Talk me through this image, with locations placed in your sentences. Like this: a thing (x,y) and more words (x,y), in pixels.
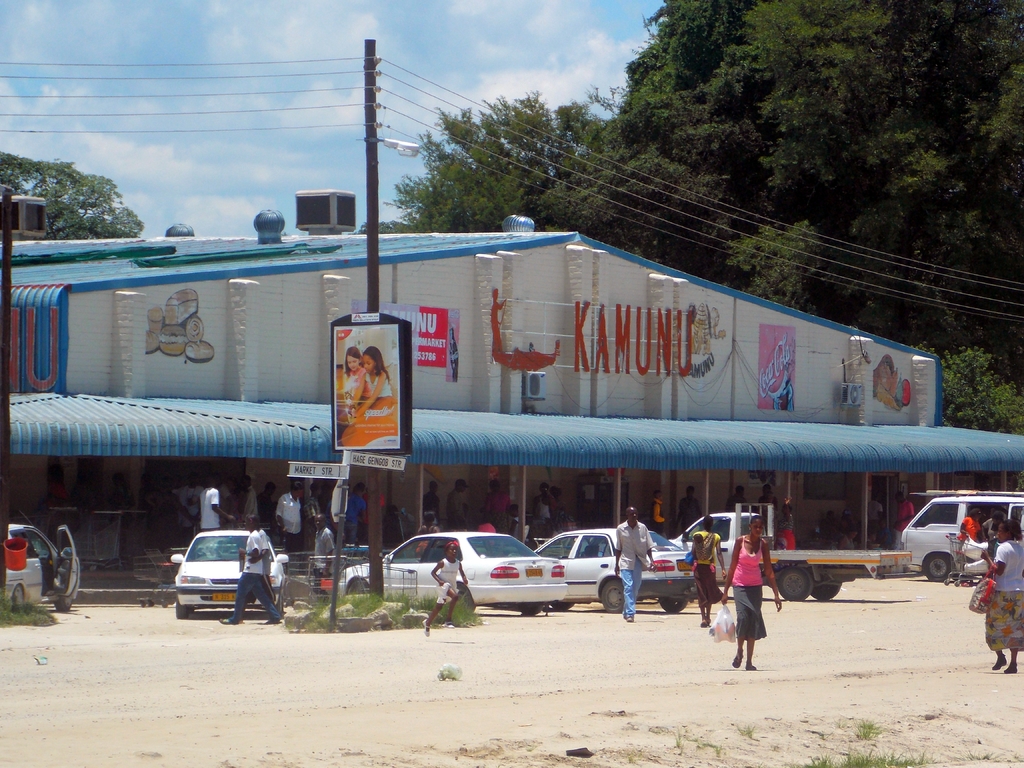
In this image we can see a group of people (696,554) standing on the ground (218,621), a group of vehicles (553,565) placed on the ground (431,615). One woman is holding a bag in her hand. In the center of the image (378,355) we can see the signboard (374,441) with some text (373,456) and a poster (373,408), a building (556,314) with a shed (634,426), air conditioners (353,217). In the background (136,168), we can see a pole (374,155) with cables (416,120), group of trees (552,155) and the sky (542,64).
